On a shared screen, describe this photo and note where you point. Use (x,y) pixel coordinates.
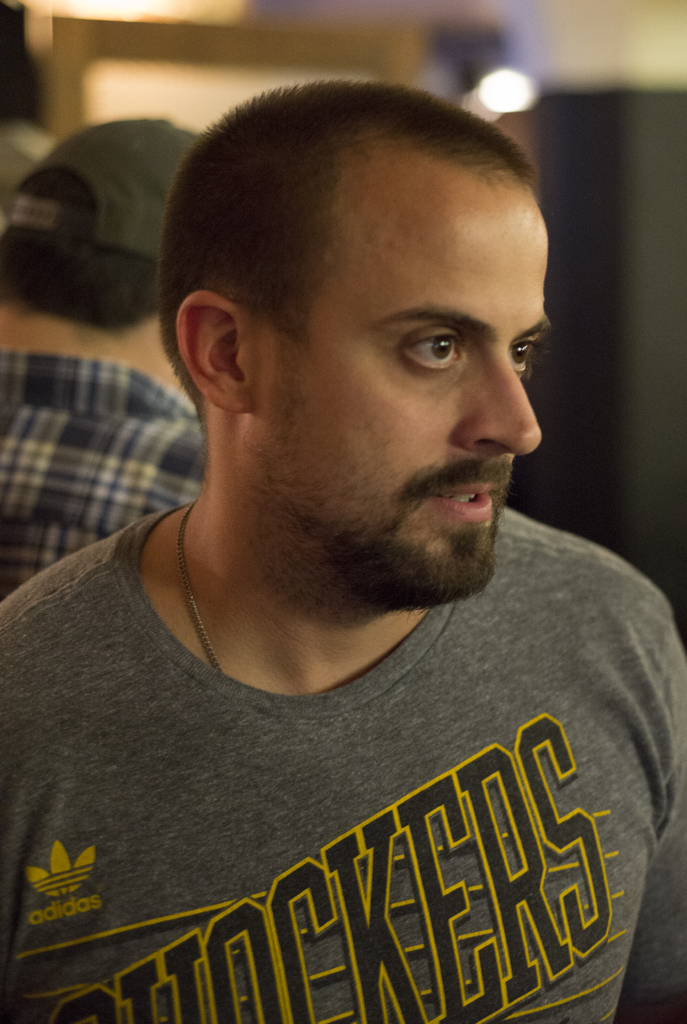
In this image we can see a man (355,744). In the back (103,406) there is another person (88,312) wearing cap (152,195). In the background (206,45) it is looking blur.
